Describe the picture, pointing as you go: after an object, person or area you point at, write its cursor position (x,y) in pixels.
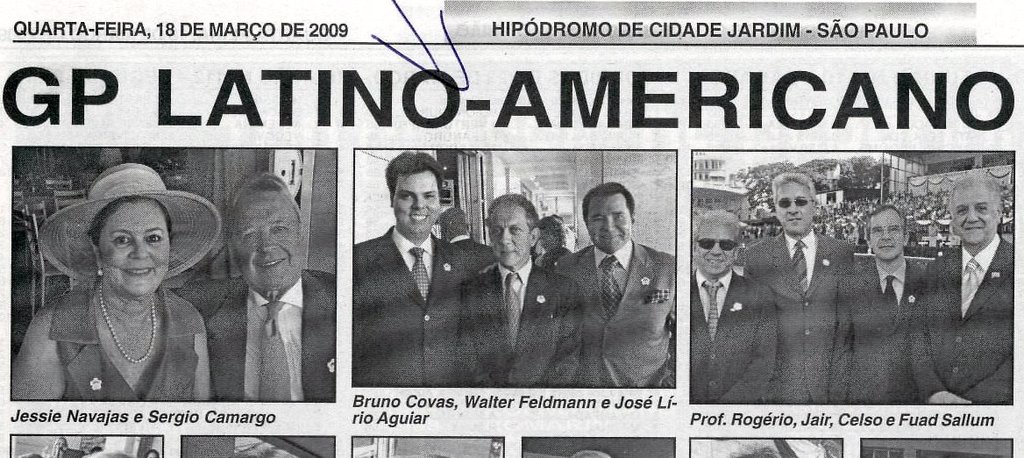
In this image I can see photos (262,260) of people (798,211). I can see most of them are wearing formal dress (604,276) and few of them are wearing shades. I can also see smile on their faces (140,263) and I can also see something is written at few places. I can see this image is black and white in colour.
